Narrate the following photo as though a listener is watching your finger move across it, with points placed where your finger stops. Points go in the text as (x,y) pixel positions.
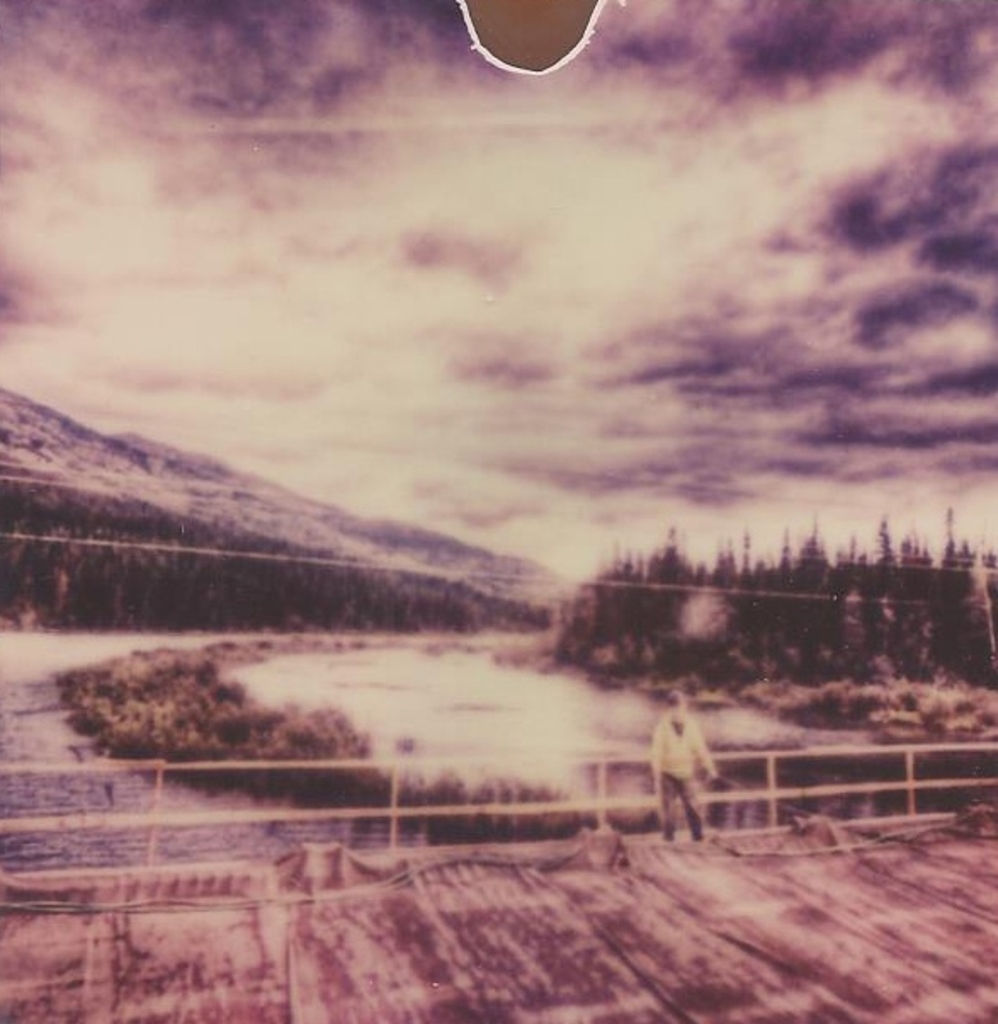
This looks like an edited image. Here is a person (701,819) standing. I think this is the bridge (332,889). Here is the water (127,771). These are the trees (307,601). I think this is a hill (29,423). This looks like the sky (679,323).
